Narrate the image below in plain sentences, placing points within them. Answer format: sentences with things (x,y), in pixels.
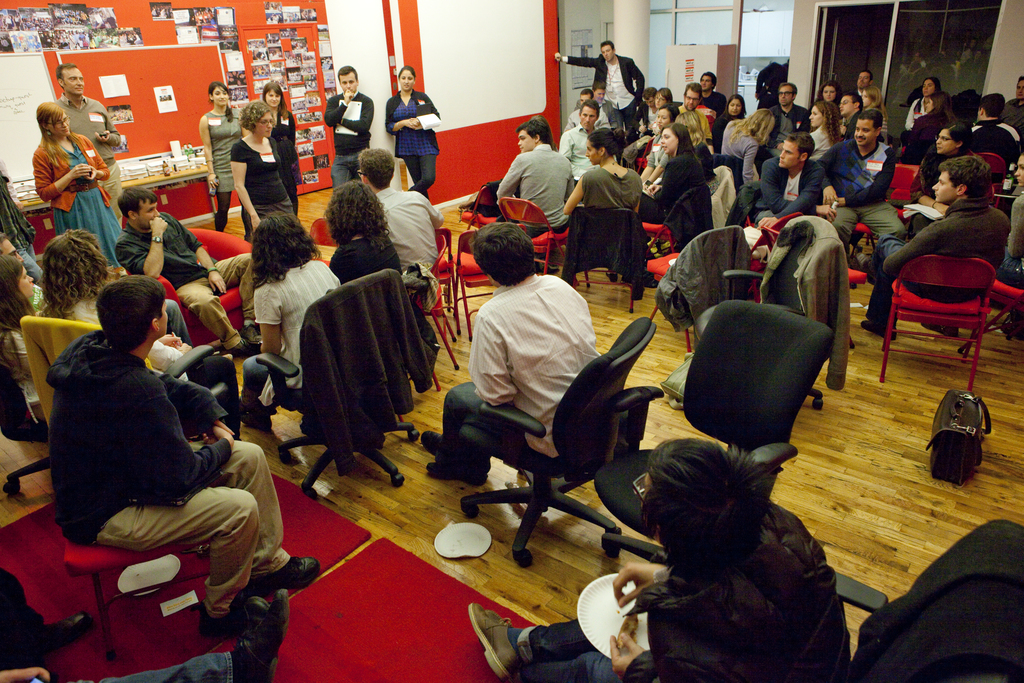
In this image I can see the group of people (319,271) with different color dresses (342,275). I can see few people (303,257) are sitting on the chairs (567,462) and few people (243,192) are standing. I can see one person (569,629) is holding the plate (590,617) with food (633,626). To the right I can see the bag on the wooden floor (579,593). In the background (156,143) I can see the boards (136,107) and many photos (256,78) to the wall (360,62).
